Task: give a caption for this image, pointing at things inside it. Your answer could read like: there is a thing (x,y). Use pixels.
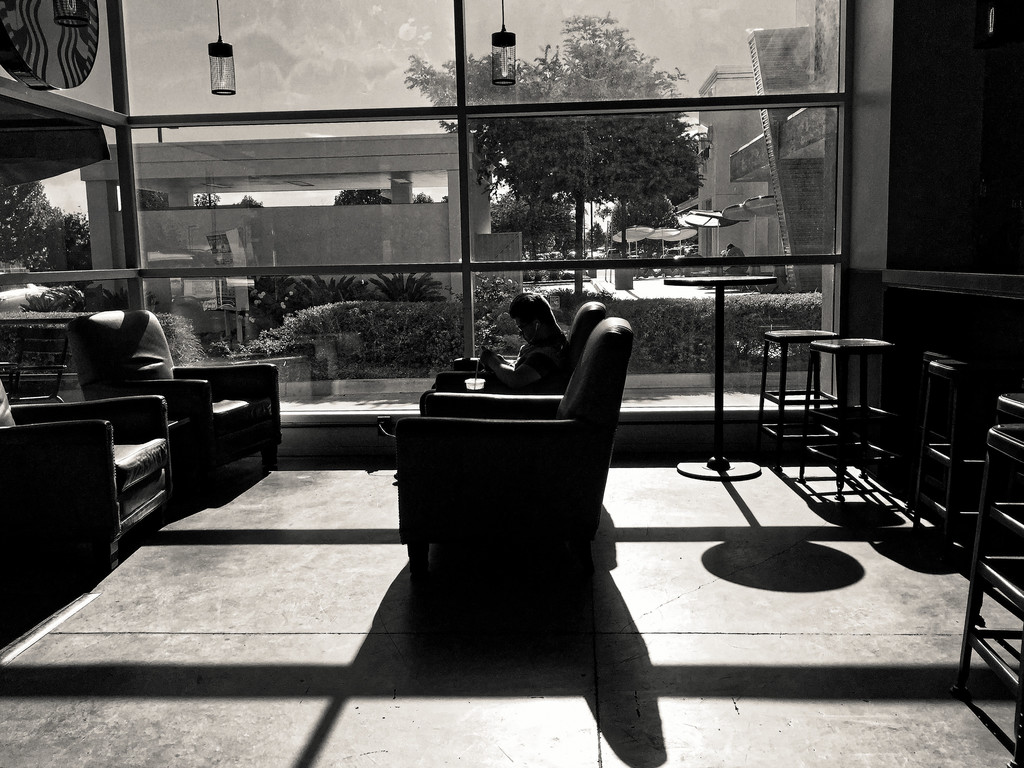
In this image there is a person (532,330) sitting on the couch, in front of the person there are empty couches (71,426) and chairs (61,370), behind the person (541,372) there are tables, stools (842,379), beside the person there is a glass wall (406,150) with metal rods (330,271), at the top of the image (500,83) there are lamps (512,78) and logo (82,63), from the window (384,300) we can see bushes (371,315), trees (544,245), cars (594,254), tents (634,231) and buildings (472,210), at the top of the image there are clouds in the sky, in front of the stool (1023,435) there is a platform (940,286).
